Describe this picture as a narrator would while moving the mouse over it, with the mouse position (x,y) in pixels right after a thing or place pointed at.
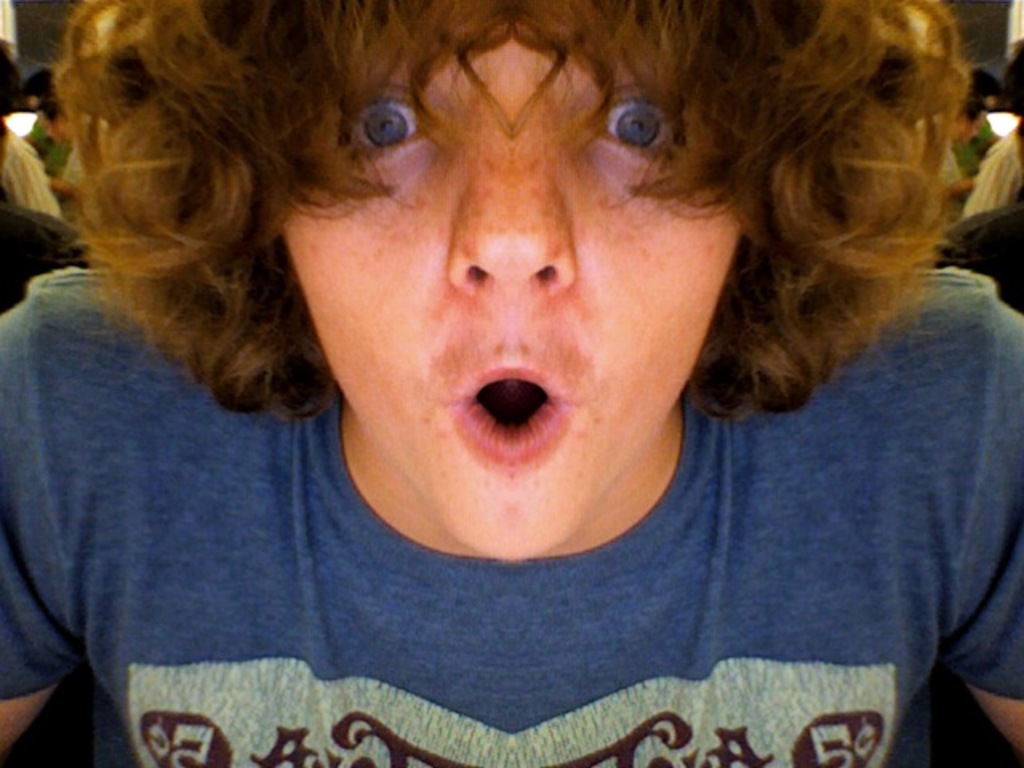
In this image we can see a man (775,54). He is wearing a blue color T-shirt (259,471) and looks like he is shouting.
